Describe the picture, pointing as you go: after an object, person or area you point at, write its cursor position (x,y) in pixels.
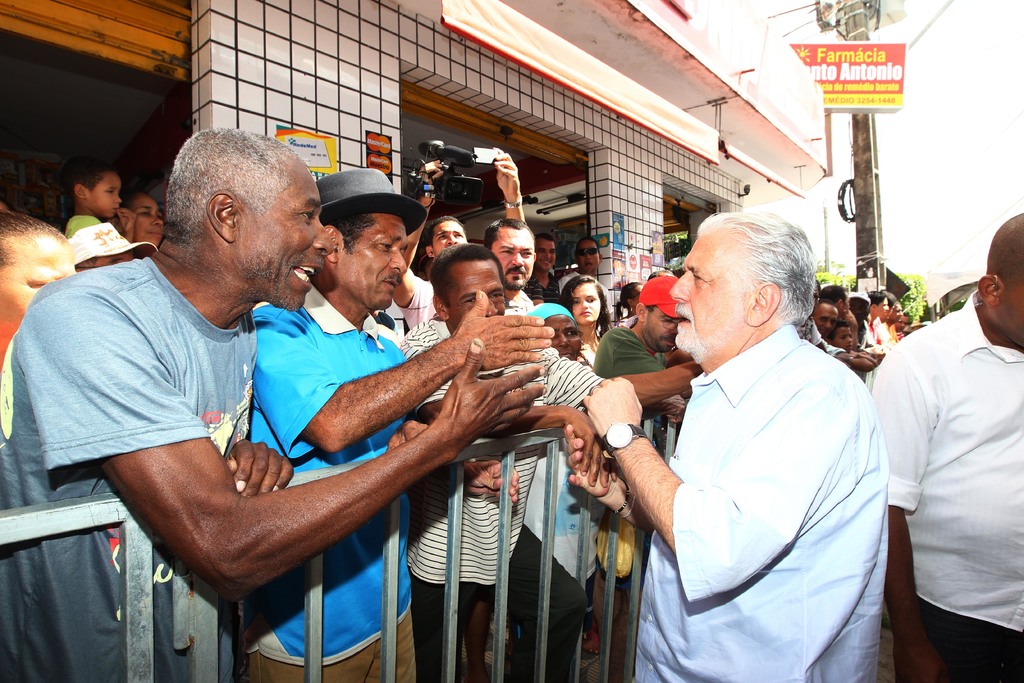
In this image we can see a group of people (353,306) standing behind the fence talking to a person (697,467). We can also see a woman (145,194) holding a child (102,217), a person (434,257) taking pictures in a camera (452,193). On the backside (395,148) we can see some rooms (472,139) with shutters (485,124), walls (364,104), pole (863,136), wires (842,207), board (843,90) and plants (914,281).
